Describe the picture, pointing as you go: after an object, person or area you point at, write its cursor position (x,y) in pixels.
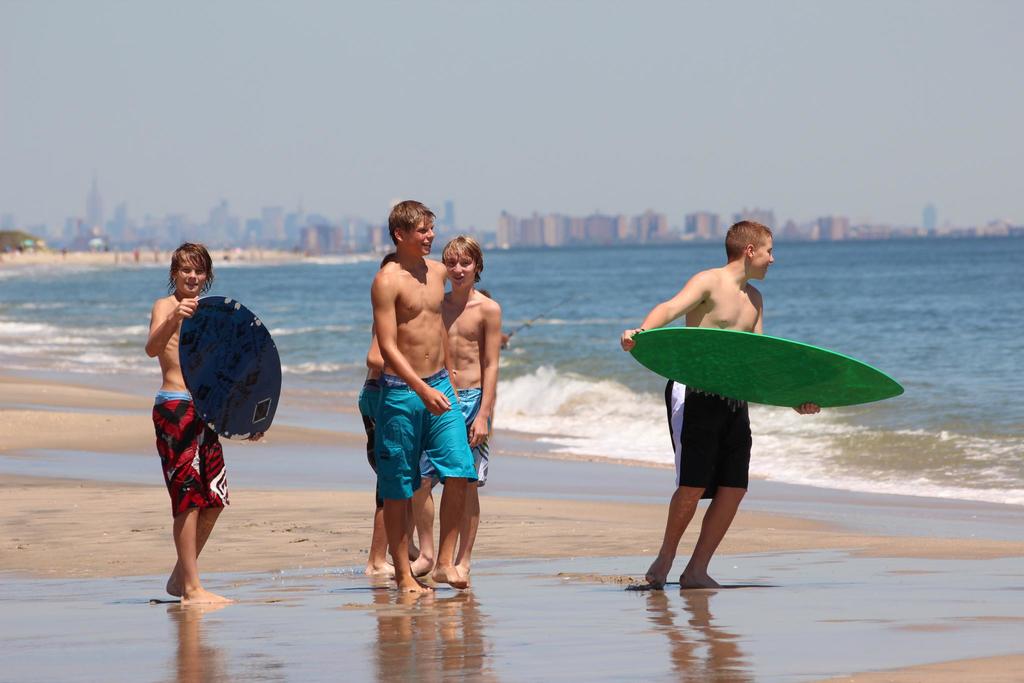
In this image at the center (411,315) few people (421,494) are standing on the surface (487,527). Beside them there are two other people (186,467) standing by holding the boards (758,363). In the background of the image (669,254) there is water (627,257), buildings (596,221) and sky (575,87).
